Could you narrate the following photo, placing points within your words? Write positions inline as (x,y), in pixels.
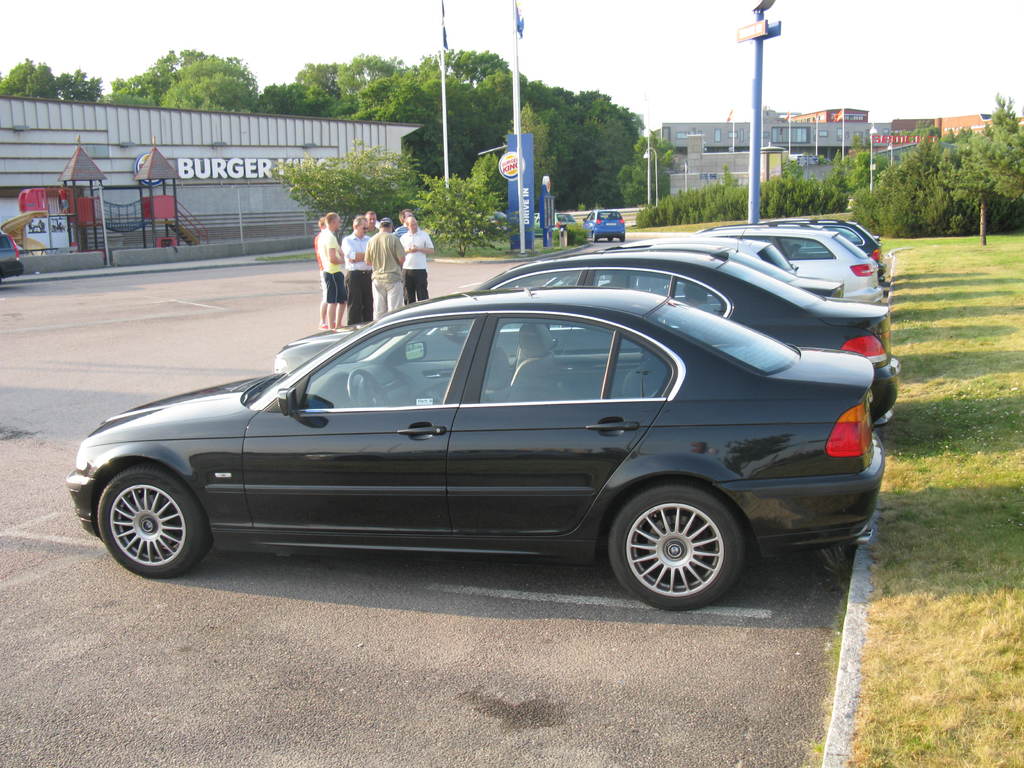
In this image I can see the road (261,627), few cars (489,432) which are black and white in color on the ground (263,683), few persons (397,293) standing, few trees (431,89), some grass (1009,510), few poles (445,85), few boards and few buildings (675,159). In the background (306,12) I can see the sky (643,38).
